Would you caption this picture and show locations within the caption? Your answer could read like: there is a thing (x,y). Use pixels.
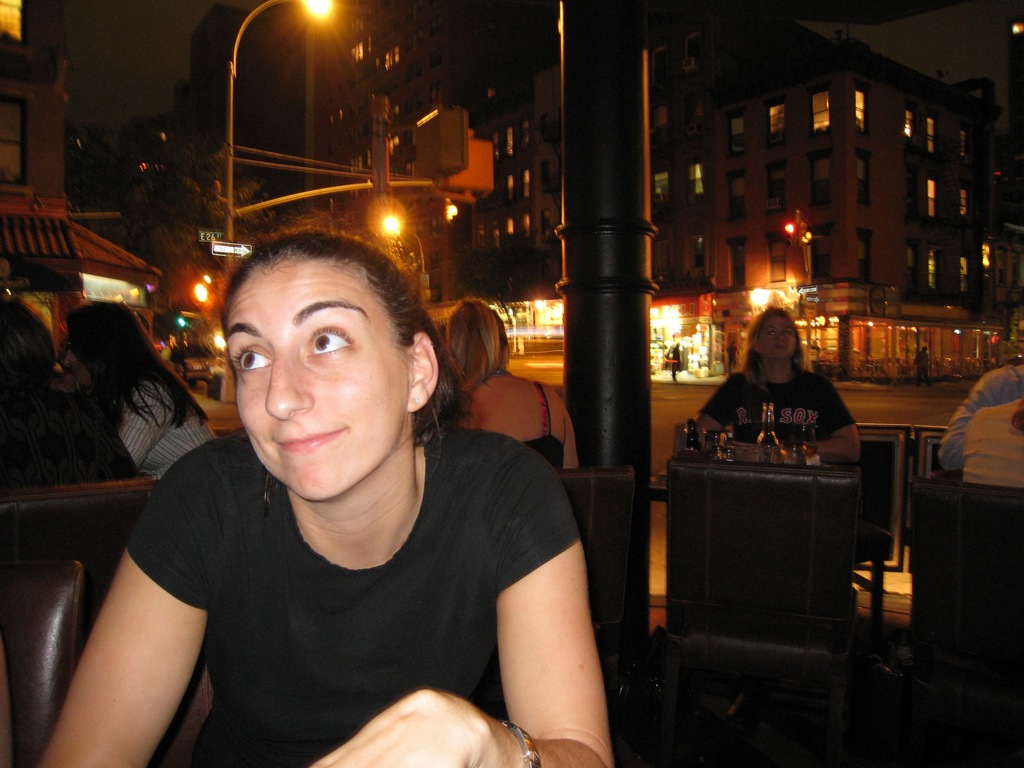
In the foreground (252,396) I can see a group of people (419,415) are sitting on the chairs (681,528) in front of a table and bottles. In the background (501,222) I can see buildings (673,303), light poles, trees (161,163) and the sky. This image is taken may be during night.
